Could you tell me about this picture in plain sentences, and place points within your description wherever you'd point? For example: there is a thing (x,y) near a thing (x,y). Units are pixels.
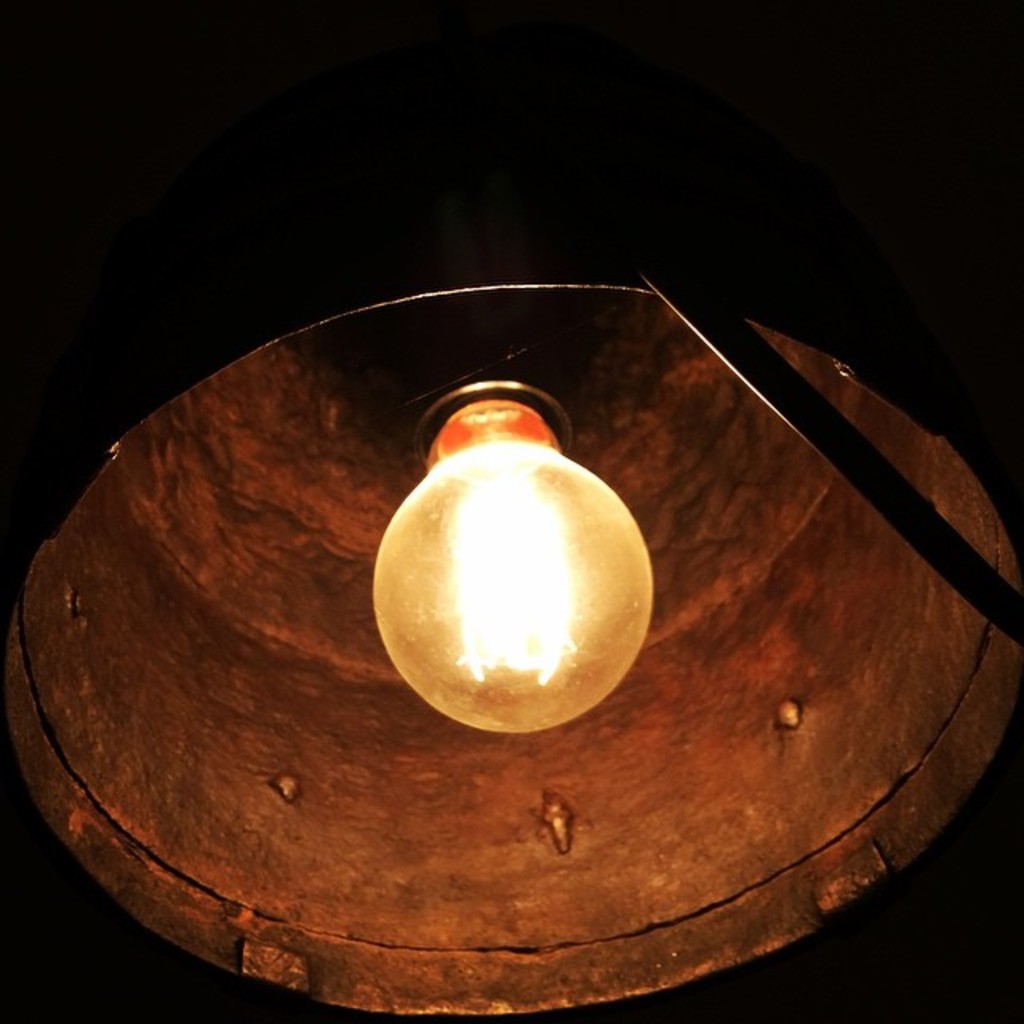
In this image we can see a lamp (591,643). There is a dark background (863,164) in the image.
